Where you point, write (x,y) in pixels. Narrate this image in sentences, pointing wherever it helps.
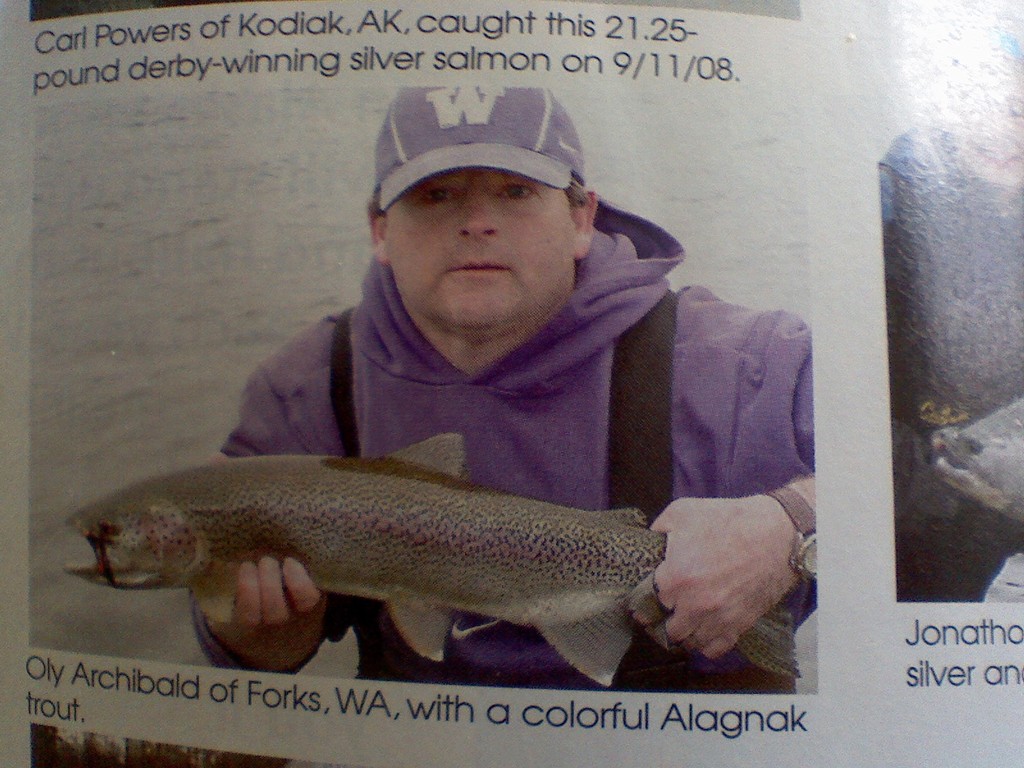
This image is taken from the article in which there is a man (503,407) who is holding the fish (352,534).
